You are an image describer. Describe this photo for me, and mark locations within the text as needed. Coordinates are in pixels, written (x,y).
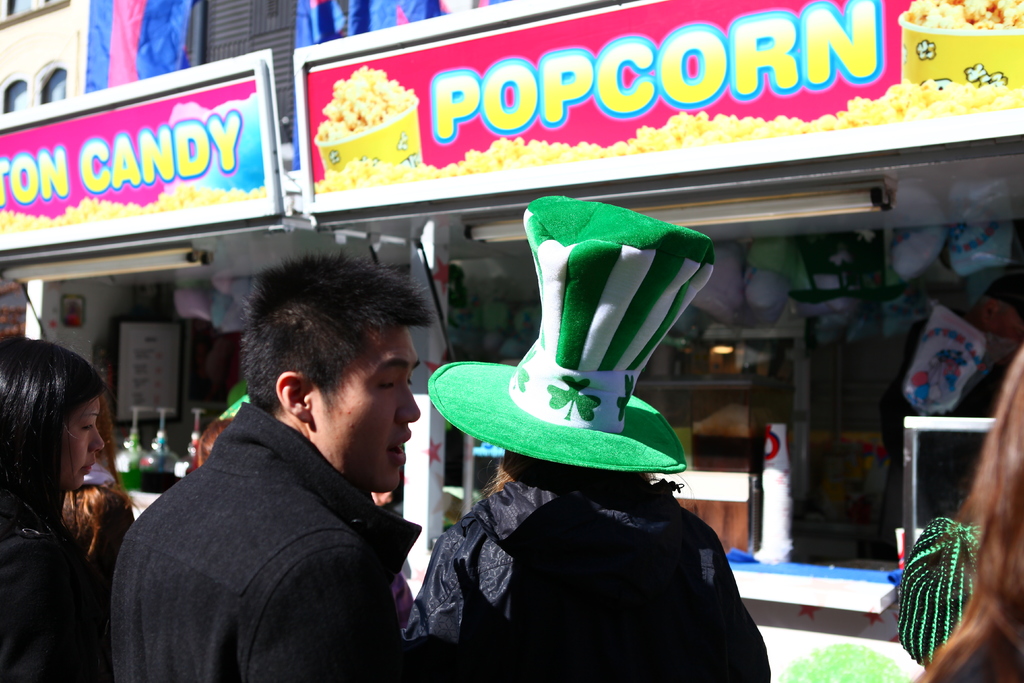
In the center of the image (349,365) there are people (383,650) standing. There is a lady (630,640) wearing a cap (585,261). In the background of the image (241,267) there are stores (541,187). There is a building (254,23).
